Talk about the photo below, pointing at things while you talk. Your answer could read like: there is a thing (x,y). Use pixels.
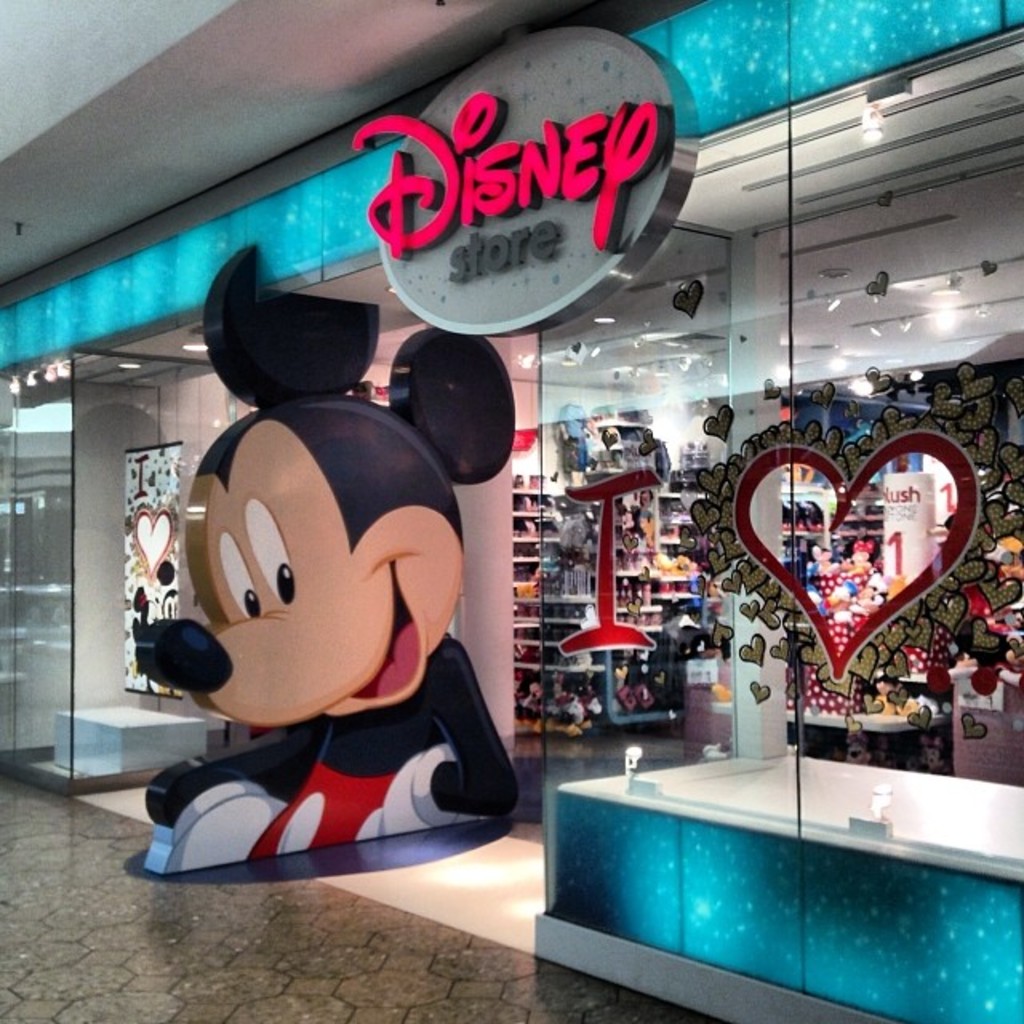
Here there is a mickey mouse (311,632), this is glass (589,693), here there are some objects (891,685).
